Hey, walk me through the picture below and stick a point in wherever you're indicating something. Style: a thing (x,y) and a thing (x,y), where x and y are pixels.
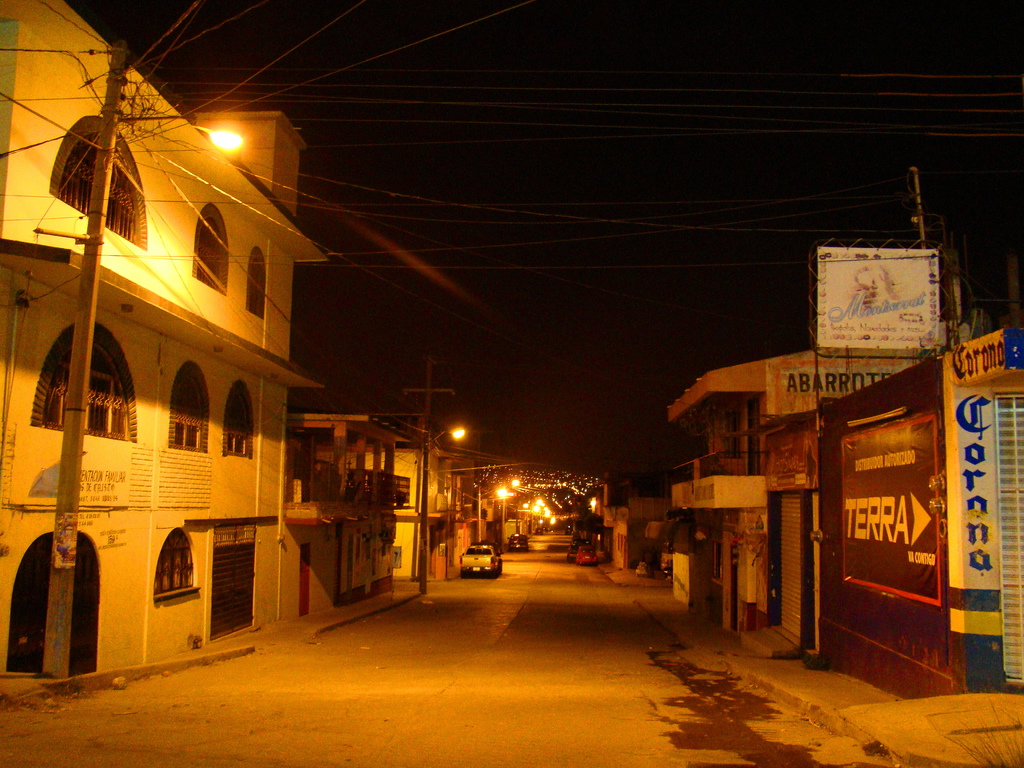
In this image on both sides there are buildings (273,513), electric poles (93,206). There are few vehicles (518,549) parked in front of the buildings (818,503). In the middle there is a road (527,634).
